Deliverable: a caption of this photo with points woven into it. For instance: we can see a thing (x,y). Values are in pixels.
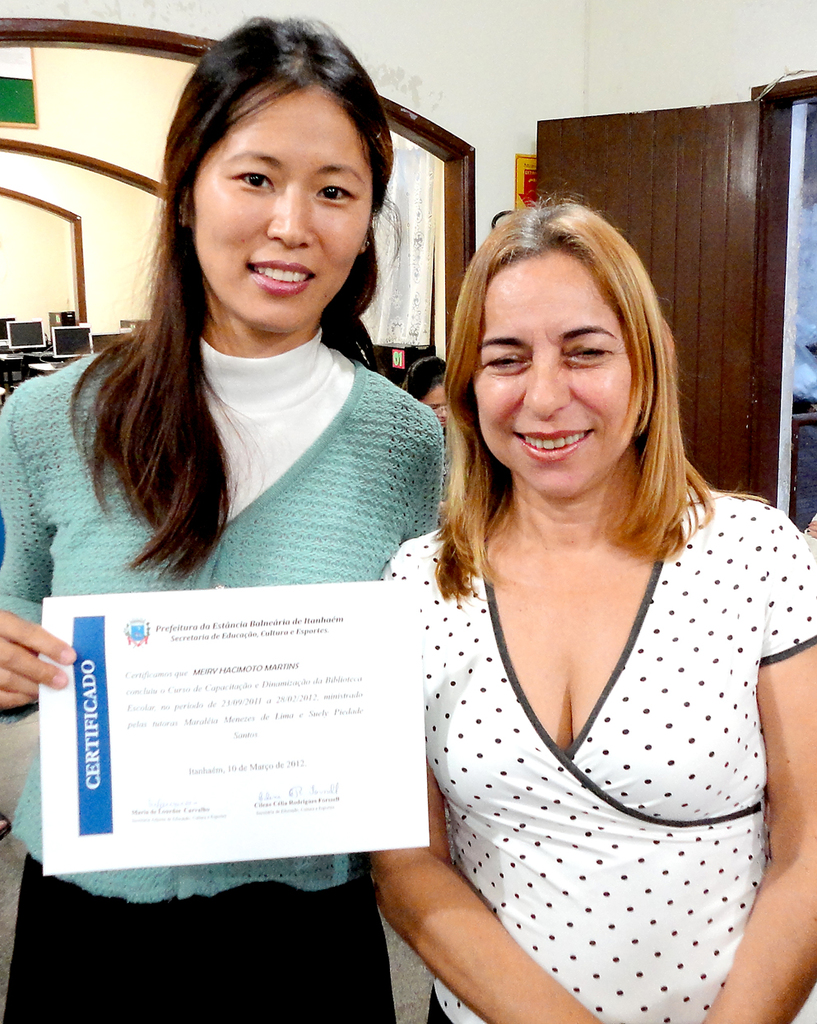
In this picture I can see there are two women (409,400) standing and smiling and the person (408,425) on to left (159,663) is holding a certificate (158,663) and in the backdrop (564,134) there is another person (409,379) standing and there is a wooden door (734,314) and a wall (293,4).
